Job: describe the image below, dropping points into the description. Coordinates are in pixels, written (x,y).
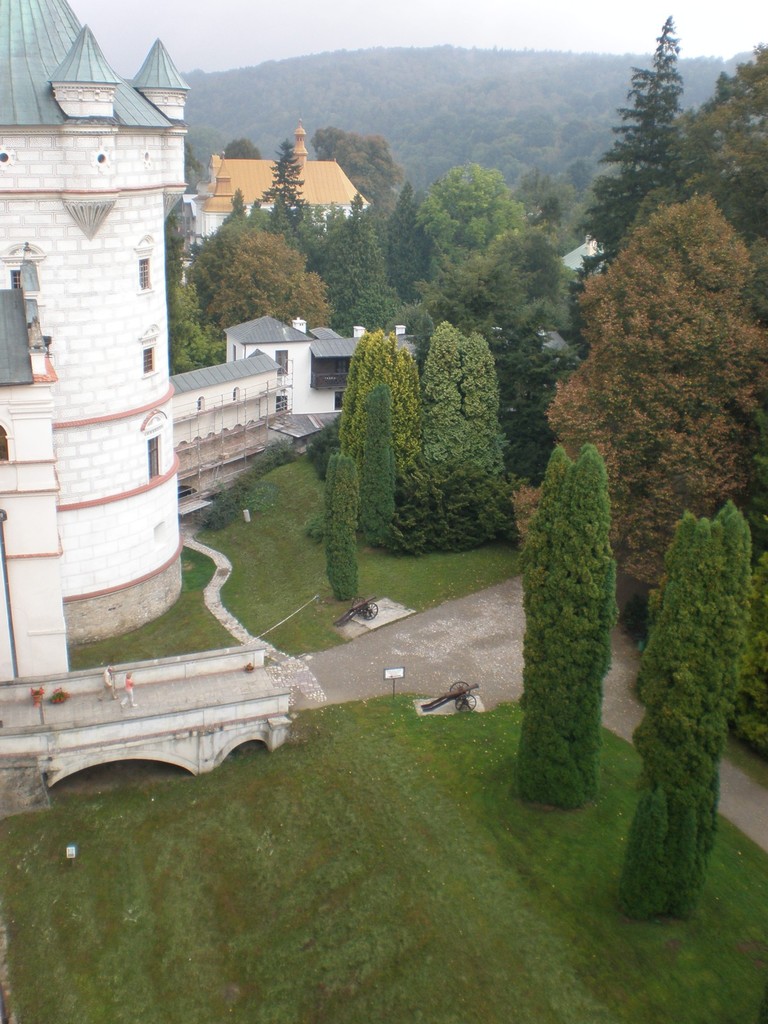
In this image we can see buildings (227,171), persons (112,685) walking on the floor (214,691), carts (366,608), trees (366,440), bushes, ground (363,753) and sky (399,28).
